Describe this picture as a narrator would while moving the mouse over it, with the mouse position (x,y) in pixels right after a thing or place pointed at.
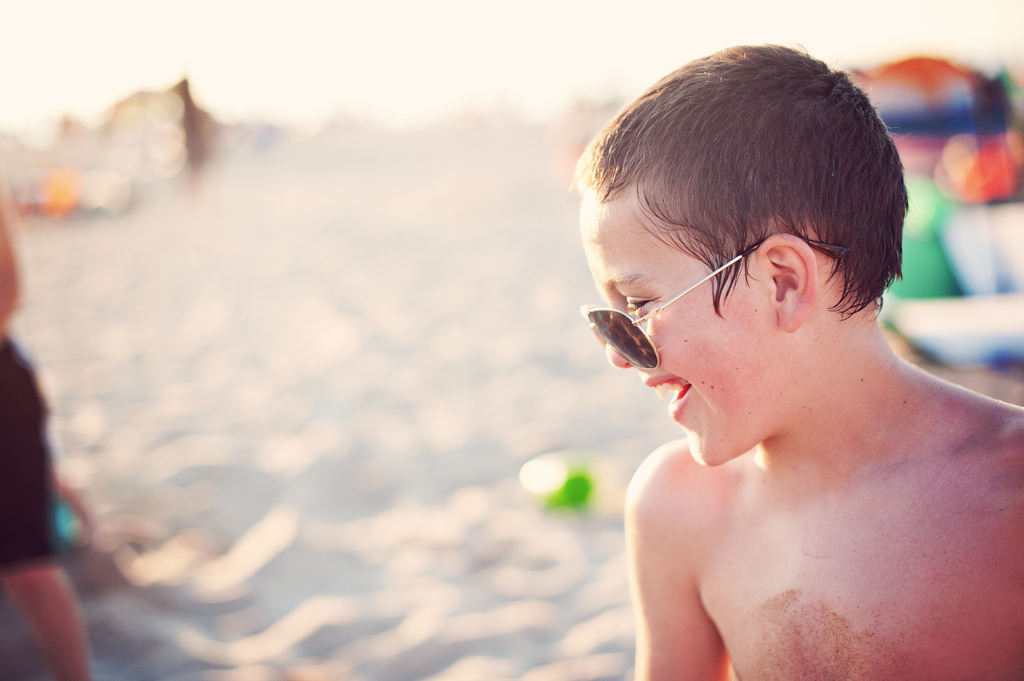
Here in this picture we can see a child (737,323) present over a place (640,386) and we can see he is smiling and wearing goggles (639,329) on him and we can see sand (601,525) present on the ground (336,447), which is totally in blurry manner.
